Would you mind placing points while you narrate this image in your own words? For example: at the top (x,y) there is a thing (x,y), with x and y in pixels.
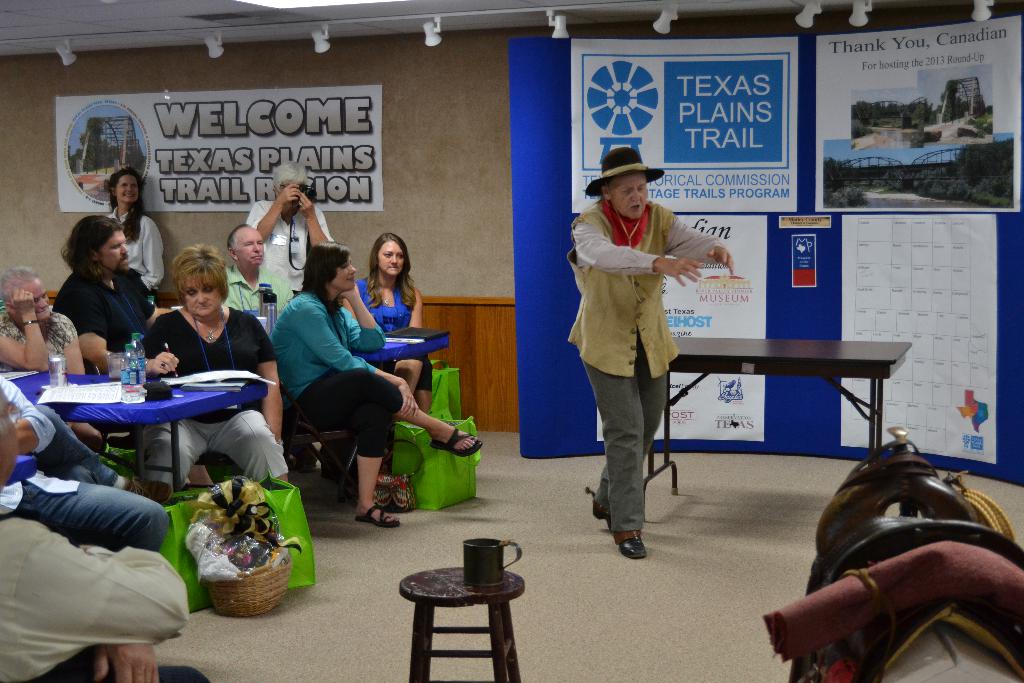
In this picture we can see few persons (154,435) sitting on chairs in front of a table (110,410) and on the table (141,407) we can see papers (173,379), bottle (138,348), tin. We can see one person (658,223) here wearing a hat (630,155). These are posters (872,134). This is a floor (485,510). There is a mug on the stool (421,630). This is a basket (271,584). We can see one person (312,225) holding a camera (314,195) here.
